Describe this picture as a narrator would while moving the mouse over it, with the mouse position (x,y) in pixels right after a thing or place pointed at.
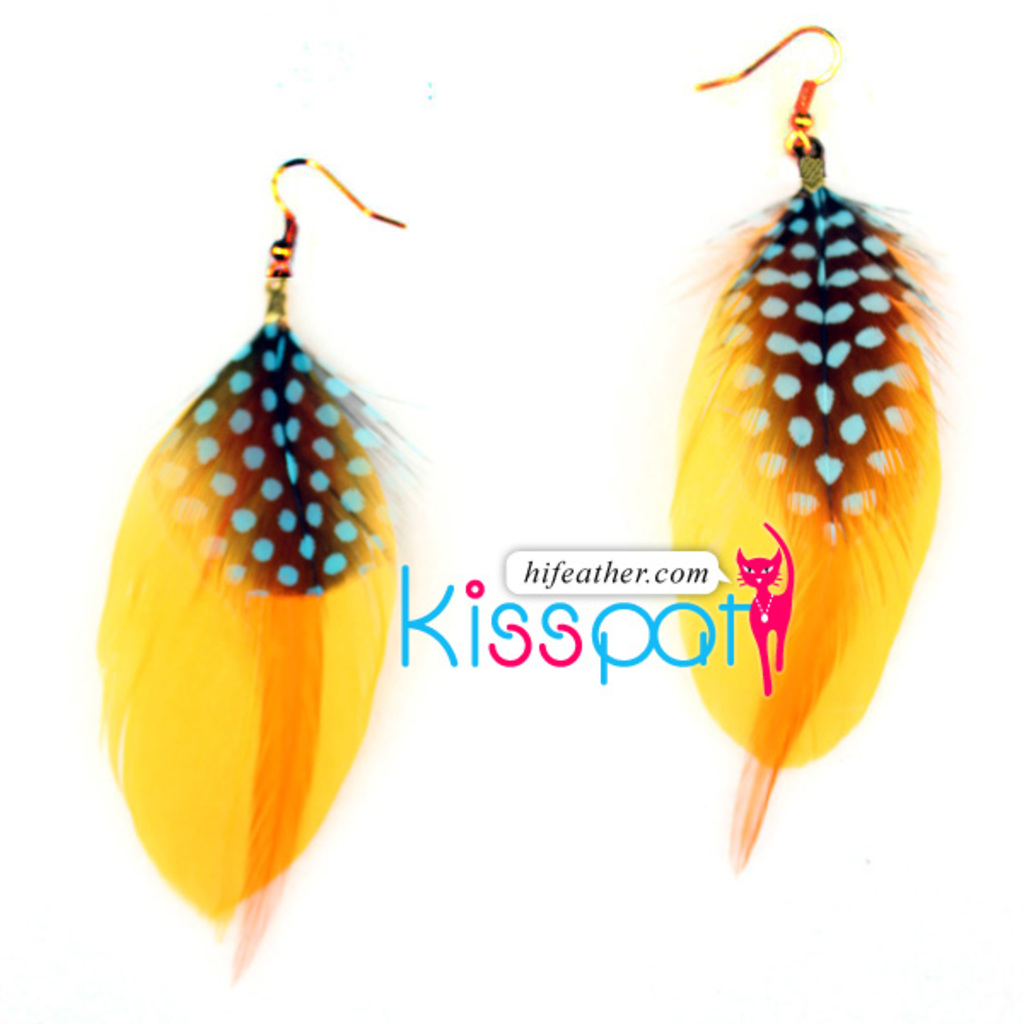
In this image there are earrings (719,378). There are feathers (340,646) to the earrings (803,545). In the center of the image (557,612) there is the text (537,620). Beside the text (712,617) there is picture of a cat (782,623). The background (88,205) is white.
